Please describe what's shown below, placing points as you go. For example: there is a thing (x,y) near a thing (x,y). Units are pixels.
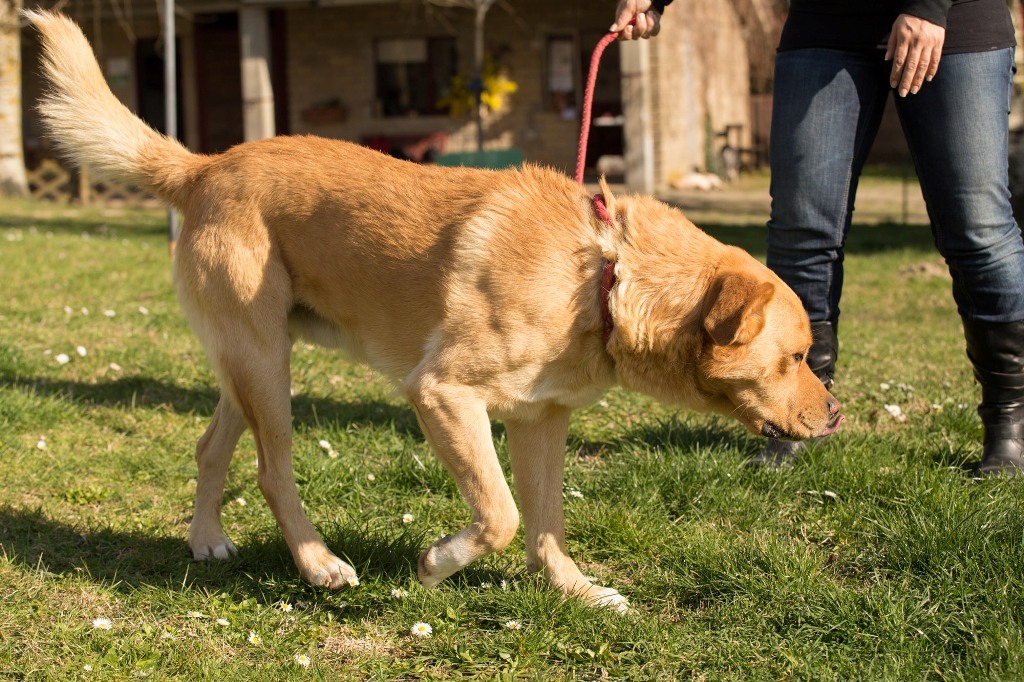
In this image I can see a dog (414,308) which is brown and cream in color is standing on the grass (451,509). I can see a red colored rope (605,213) to its neck (604,244). I can see a person (851,137) wearing black and blue colored dress (962,154) is standing and holding a rope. In the background (532,62) I can see a house (648,73) and a yellow colored object (456,95).
